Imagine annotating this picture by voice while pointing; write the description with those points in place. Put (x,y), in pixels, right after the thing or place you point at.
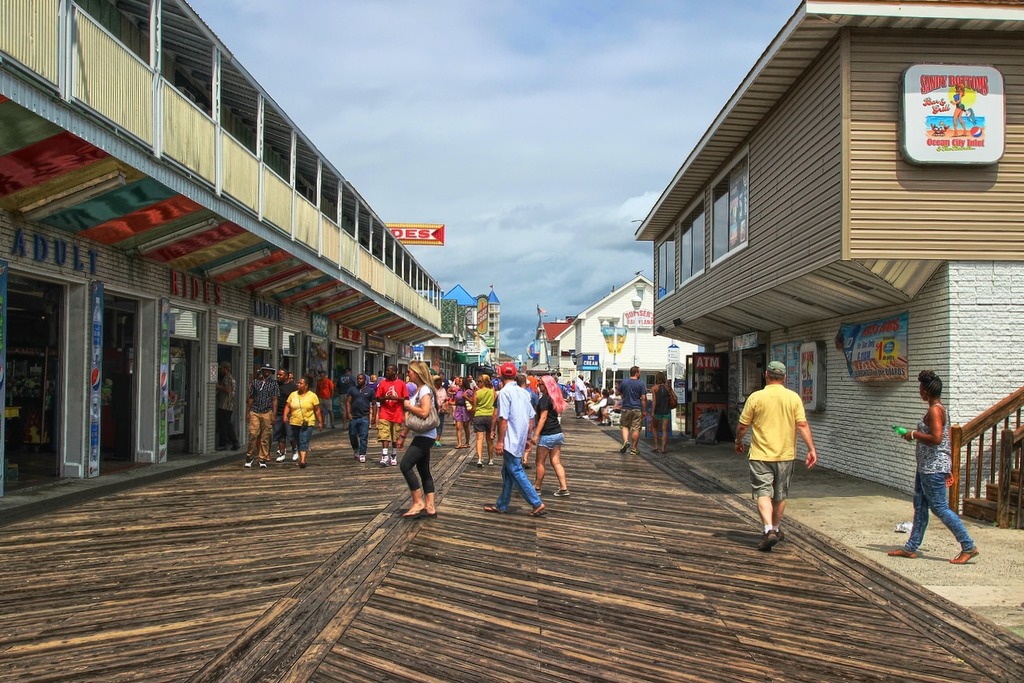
In this image we can see a few buildings (413,328) and board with some text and images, there are some people (401,443), among them some people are sitting on the chairs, also we can see poles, lights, stair case (991,494) and the sky (563,315) with clouds (529,143).
